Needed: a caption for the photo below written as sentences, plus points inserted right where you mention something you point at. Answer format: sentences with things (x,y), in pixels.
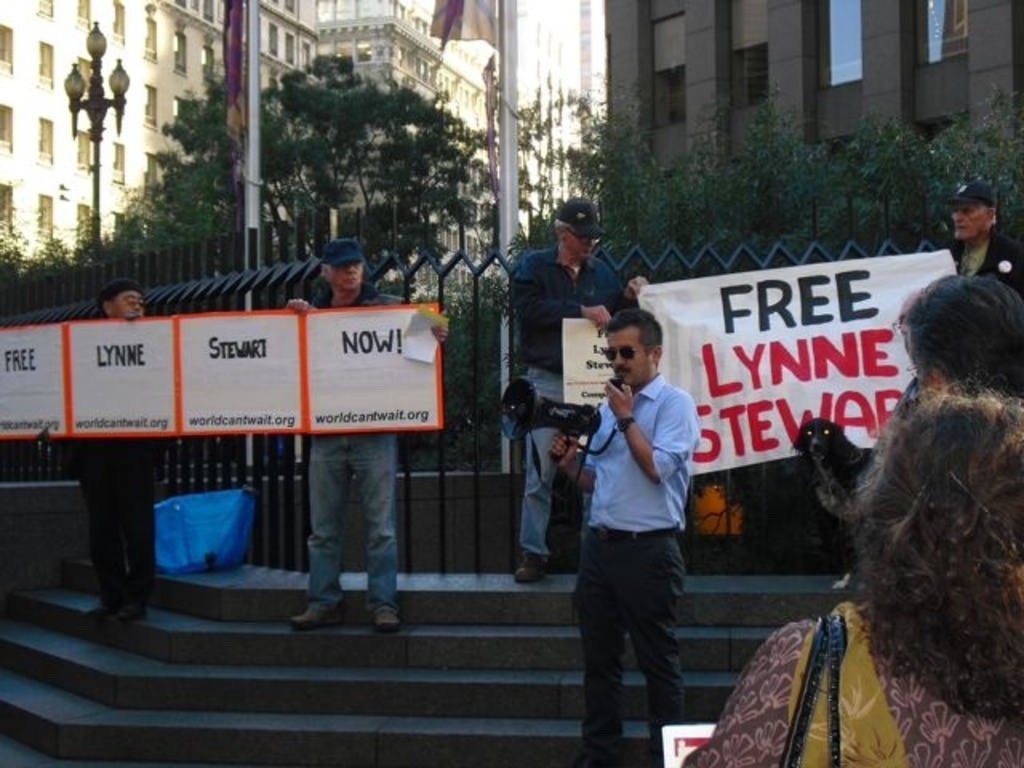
In this image we can see the people (525,255) standing on the stairs (182,701) and holding the text board (369,344) and papers (594,355) and also the banner (750,304). We can also see a man (630,449) wearing the glasses (627,356) and standing. On the right (866,576) we can see the women (878,609) wearing the hand bag (841,661). In the background (146,137) we can see the fence (298,279) and behind the fence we can see the light pole (96,141), flags (479,32), trees (352,87) and also the buildings (456,84).
